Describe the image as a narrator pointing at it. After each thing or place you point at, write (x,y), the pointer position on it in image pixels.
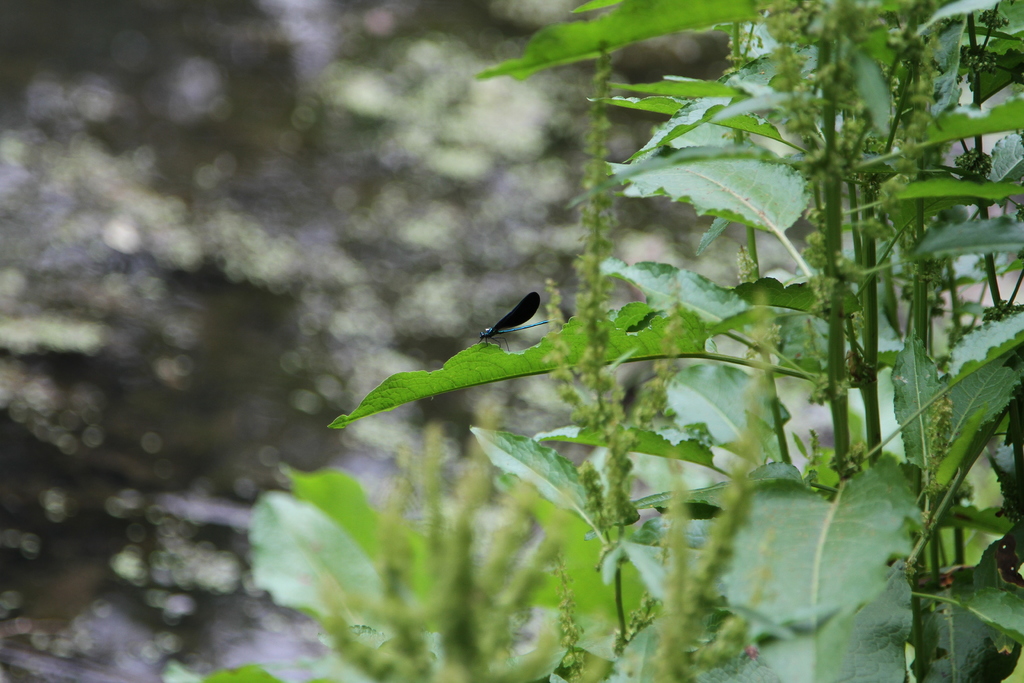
In this image we can see an insect (488,331) on a leaf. We can also see some plants (710,485).
